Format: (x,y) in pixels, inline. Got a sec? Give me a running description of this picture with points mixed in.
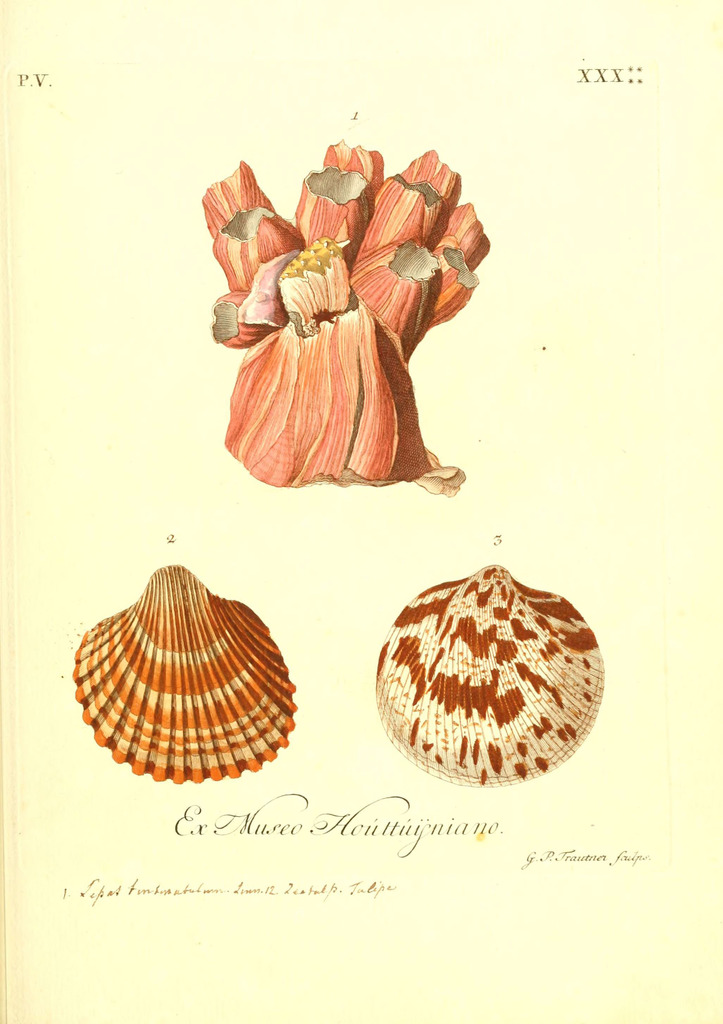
This is a picture of a paper (516,146), where there are photos (245,732), words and roman numbers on it.
